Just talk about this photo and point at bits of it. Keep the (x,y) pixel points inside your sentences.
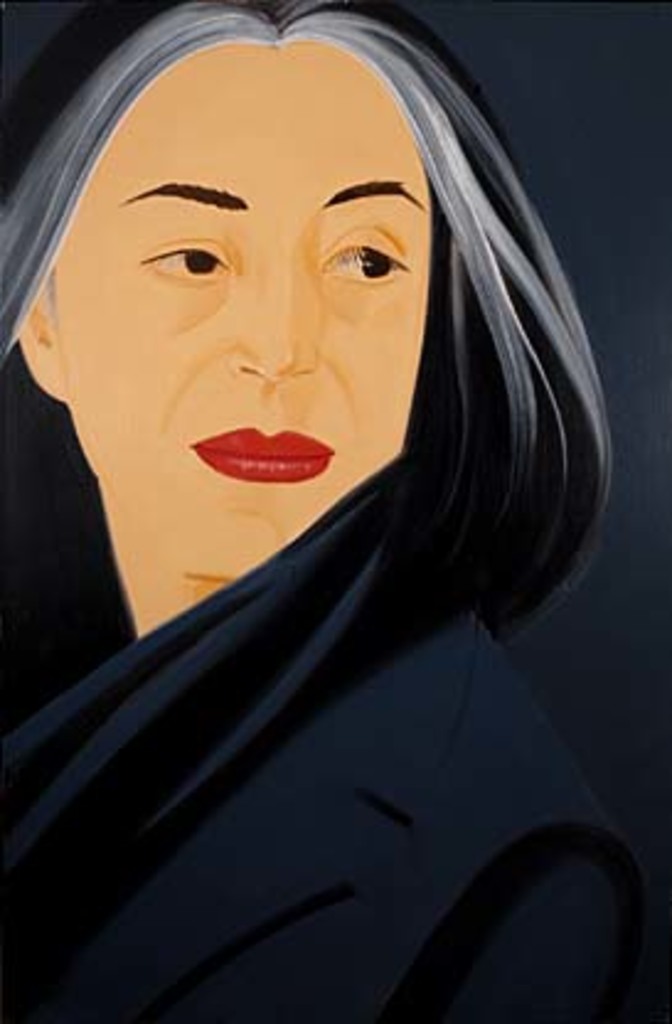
By seeing image we can say it is a painting of a lady (266,305).
